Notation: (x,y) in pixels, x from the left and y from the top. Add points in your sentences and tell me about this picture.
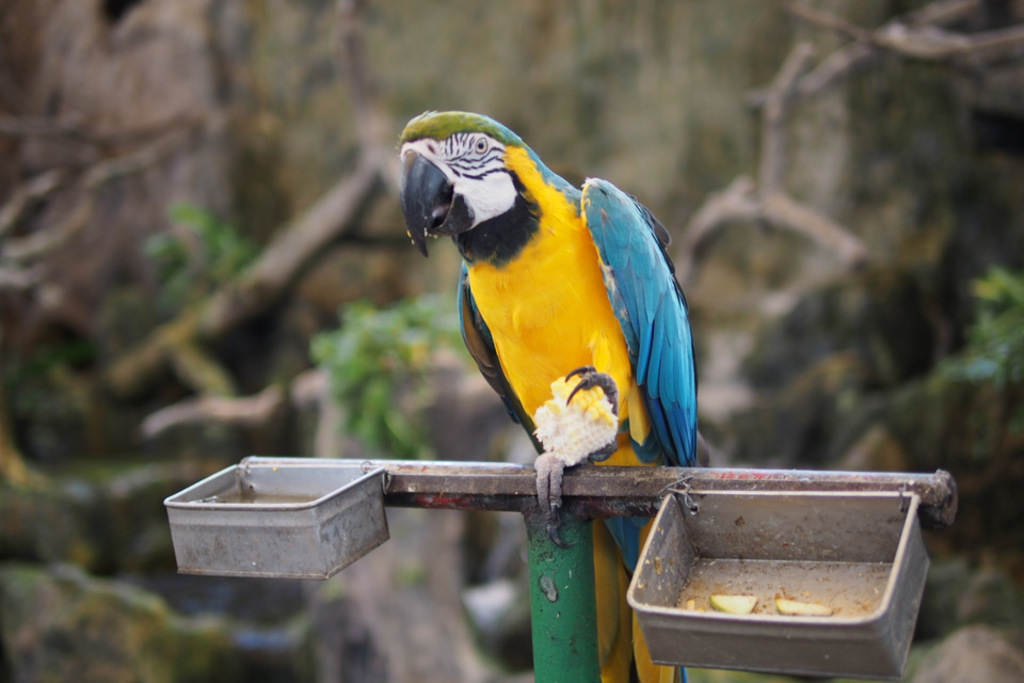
In this image, we can see a parrot (486,282) and there are two small tin boxes (255,514), there is a blur background (108,149).
